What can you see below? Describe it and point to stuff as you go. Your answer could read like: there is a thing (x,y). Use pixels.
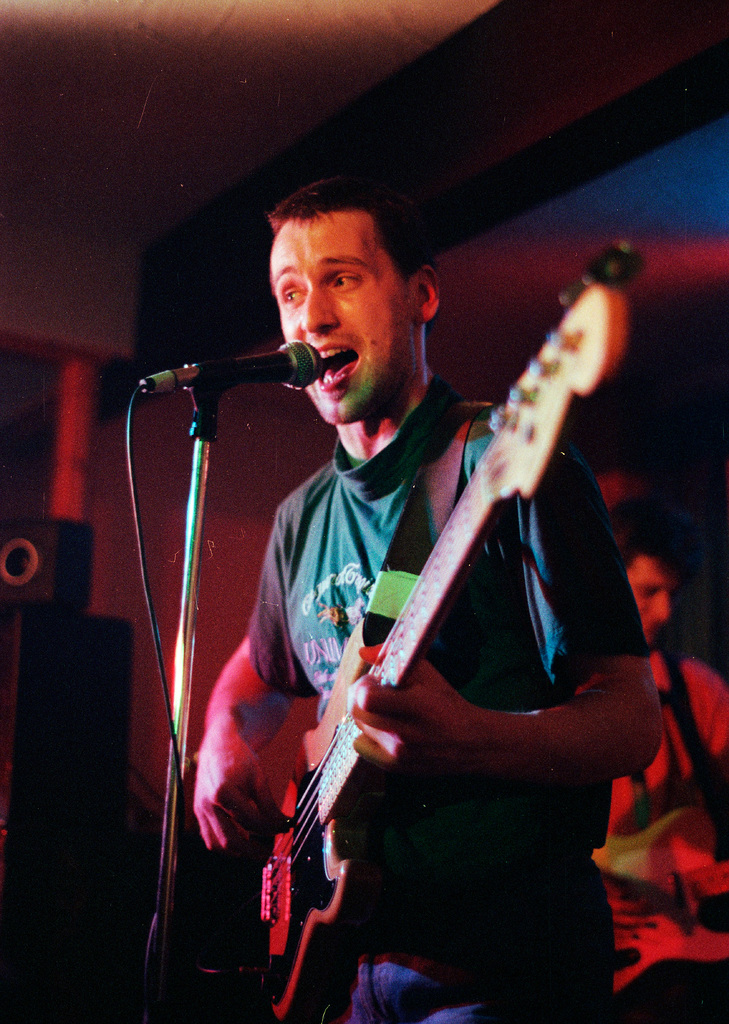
This is the man (317,688) standing and singing a song. He is playing guitar (358,823). This is the mic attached to the mike stand (175,649). At background (669,694) I can see another person (654,799) standing and holding guitar (688,921). I think this is the speaker (77,636).
